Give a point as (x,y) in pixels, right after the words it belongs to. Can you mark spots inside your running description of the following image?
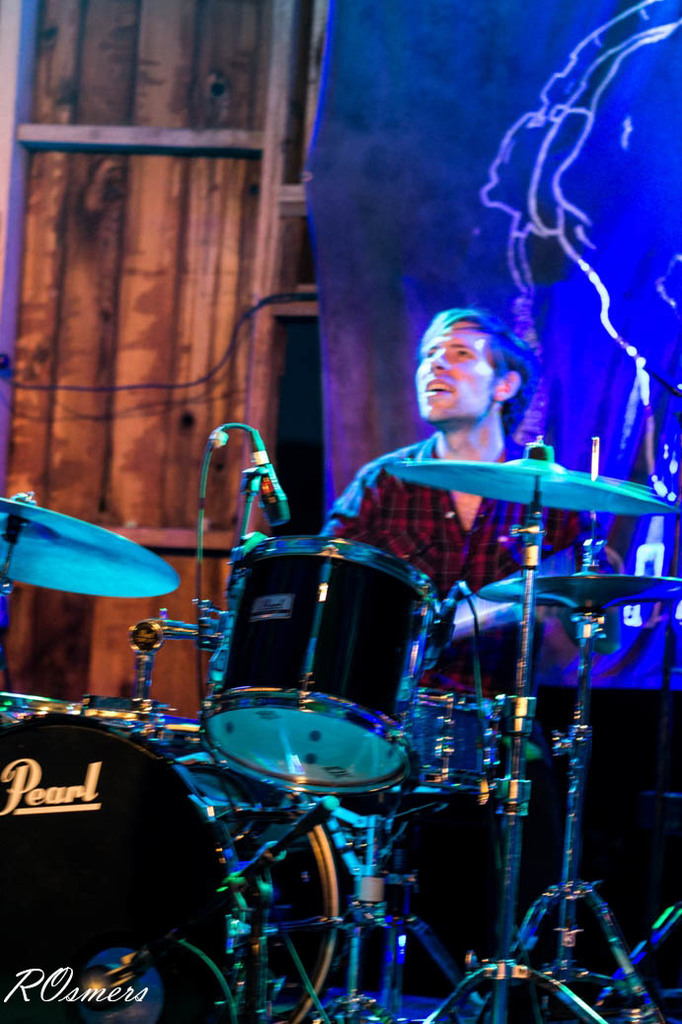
This image consists of a man (447,579) wearing a red shirt (521,556) is playing drums (315,853). In the front (240,820), we can see a band setup (206,789). In the background (399,361), there is a banner (367,311) and a wooden wall (224,395).
